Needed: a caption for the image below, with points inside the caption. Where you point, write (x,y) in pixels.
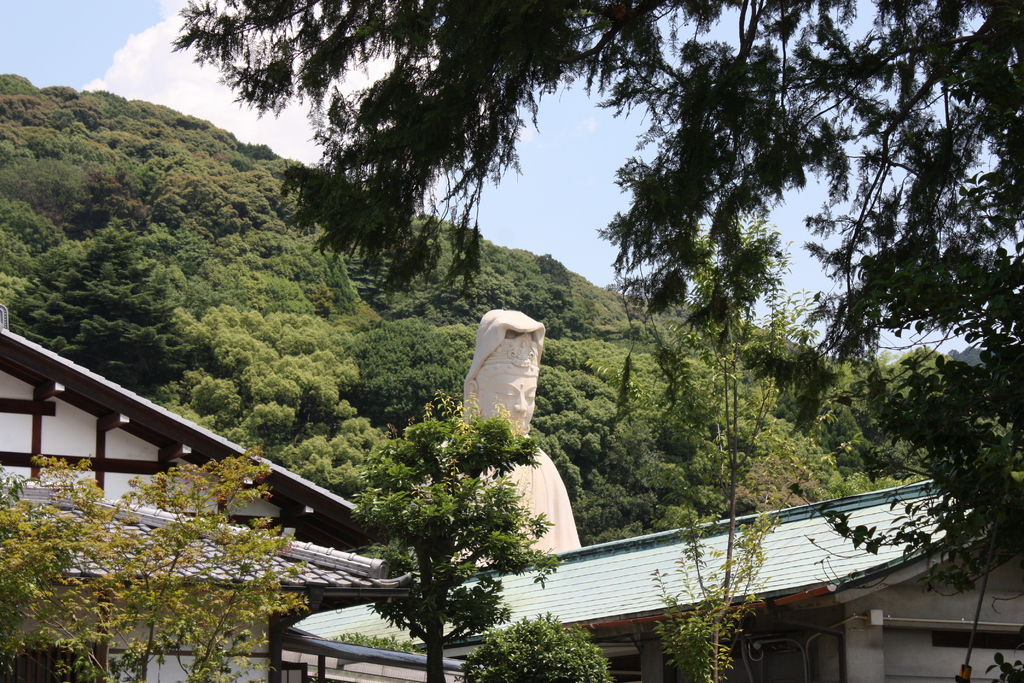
In this image we can see few building (300,546), trees (380,496), sculpture (517,411) and the sky (114,44) with clouds (210,75) in the background (552,173).
